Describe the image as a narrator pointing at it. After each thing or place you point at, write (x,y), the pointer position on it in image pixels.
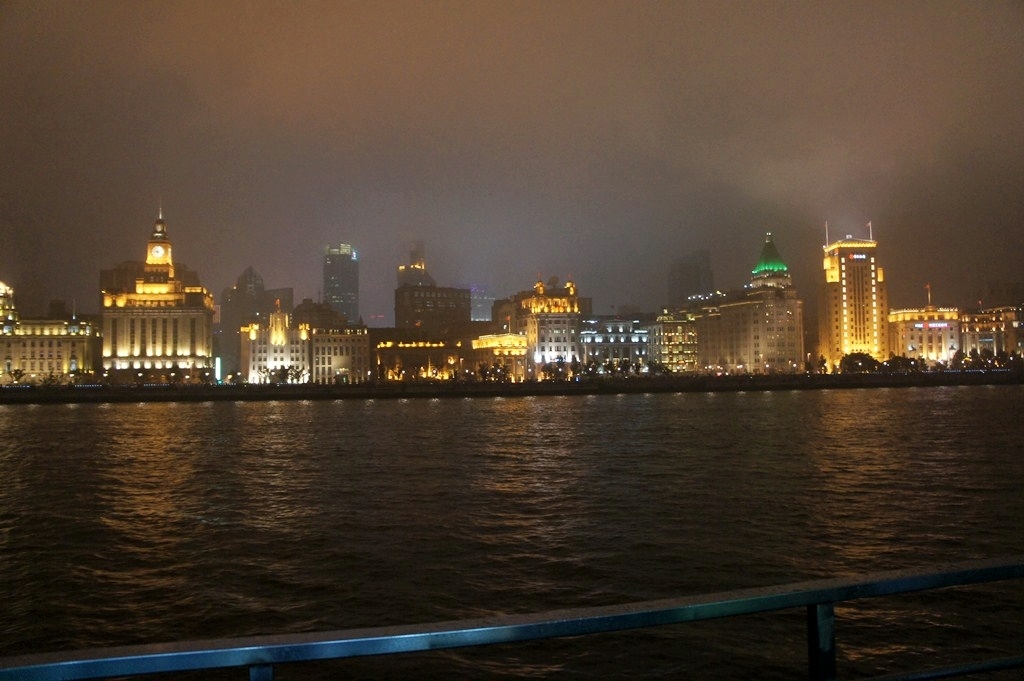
In this picture we can see iron rods (661,607) and water (510,483). Behind the water (231,433), there are trees (892,369), buildings (340,304) with lights (252,340) and a sky (586,99).
